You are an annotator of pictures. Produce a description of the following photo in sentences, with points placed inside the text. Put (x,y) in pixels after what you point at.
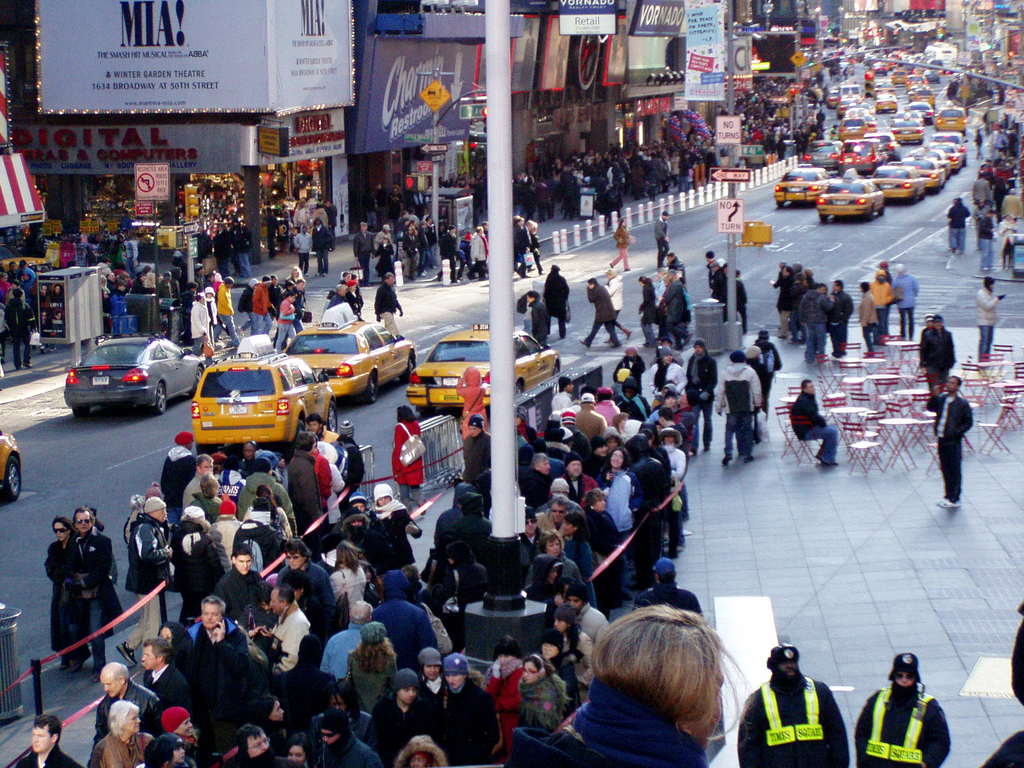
In this image there are a few vehicles (914,153) passing on the road (814,213), on the either side of the road (693,282) on the pavement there are a few pedestrians (604,398) walking, there are chairs (859,432), tables (855,409), lamp posts (497,587), sign boards (721,118), traffic lights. On the either side of the road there are buildings (593,121) with shops (388,168), on top of the shops (369,175) there are name boards (422,116).
